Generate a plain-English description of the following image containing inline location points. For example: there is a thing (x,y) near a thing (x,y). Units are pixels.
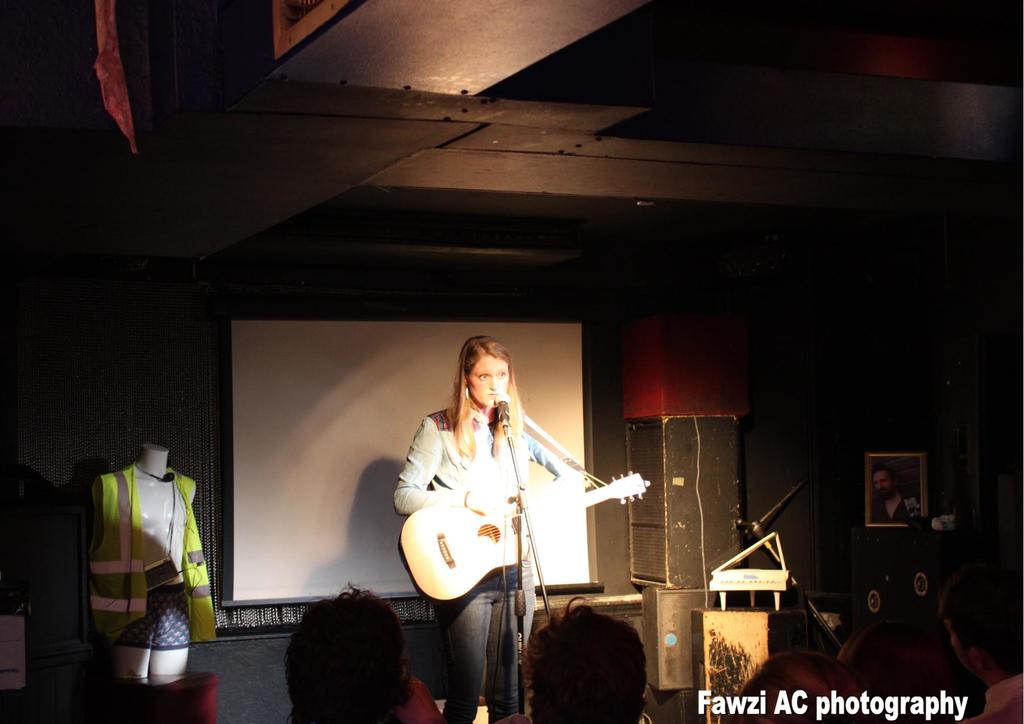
In this image the woman (455,651) is standing and holding a guitar (448,547). There is a mic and stand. At the background (258,468) there is a banner (252,447).
